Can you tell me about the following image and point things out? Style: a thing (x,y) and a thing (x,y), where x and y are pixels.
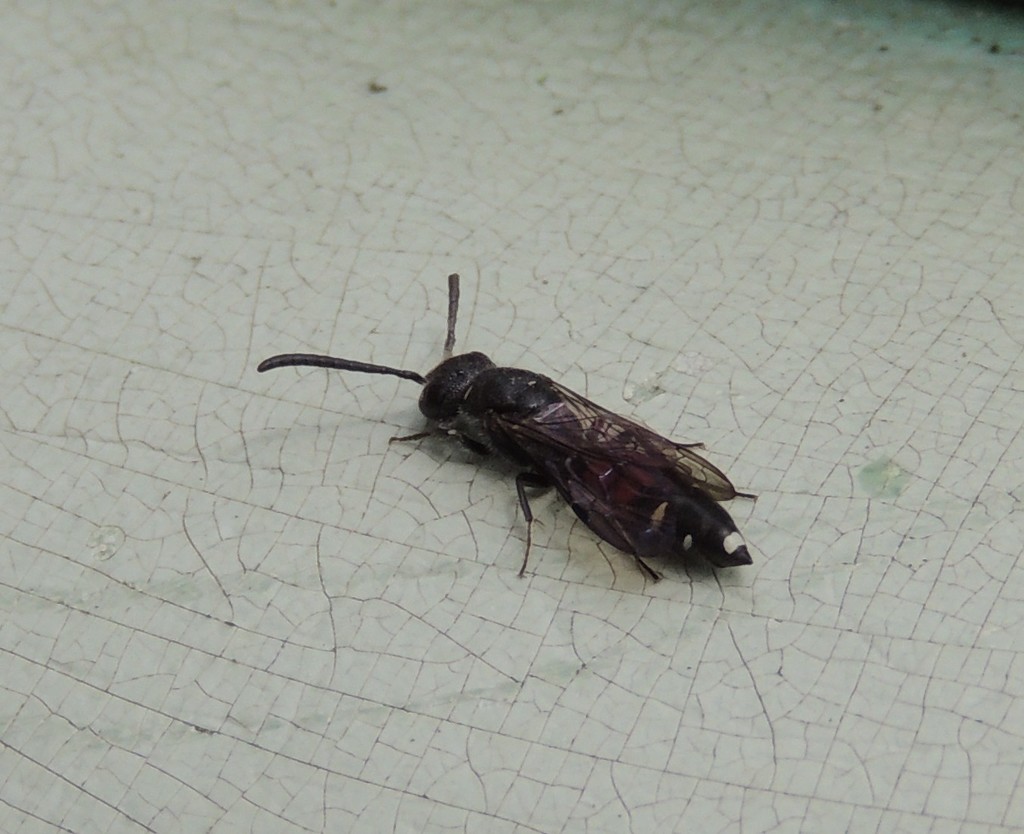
In the picture I can see a black color insect (433,405) on the white color surface (475,495). The top of the image (341,144) is blurred.
